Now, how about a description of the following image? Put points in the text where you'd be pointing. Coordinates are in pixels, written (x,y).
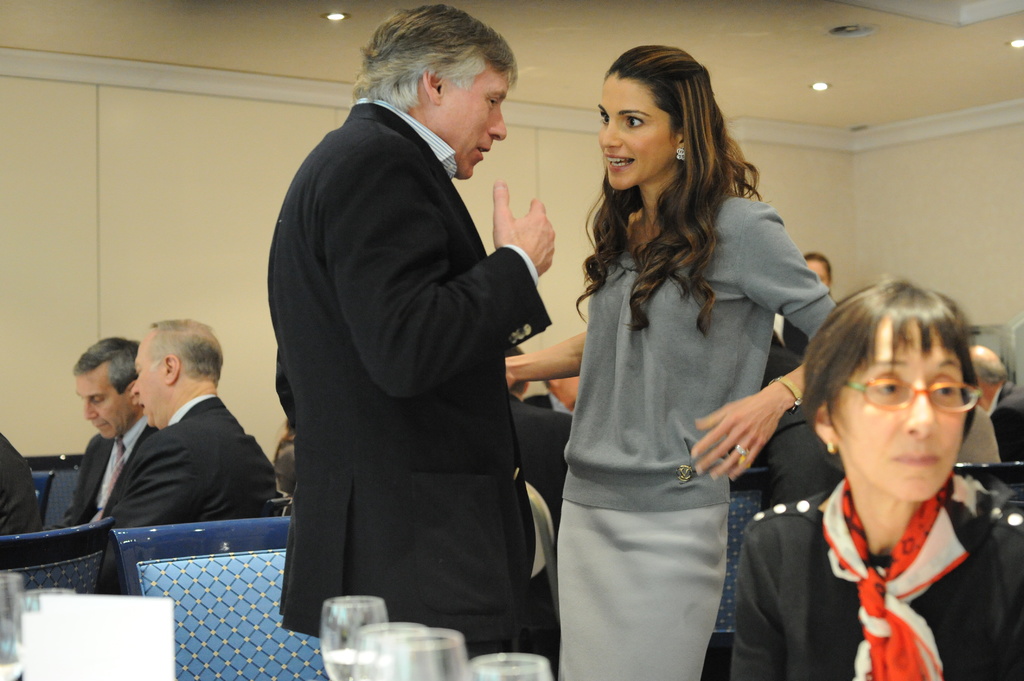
In this image there are glasses (6,674), chairs (178,540) and people (205,511) in the left corner (214,501). There are glasses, chairs (241,651) and people (442,113) in the foreground (362,590). There are chairs (720,621), people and wall (180,89) in the background (163,134). And there are lights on roof (332,70) at the top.
